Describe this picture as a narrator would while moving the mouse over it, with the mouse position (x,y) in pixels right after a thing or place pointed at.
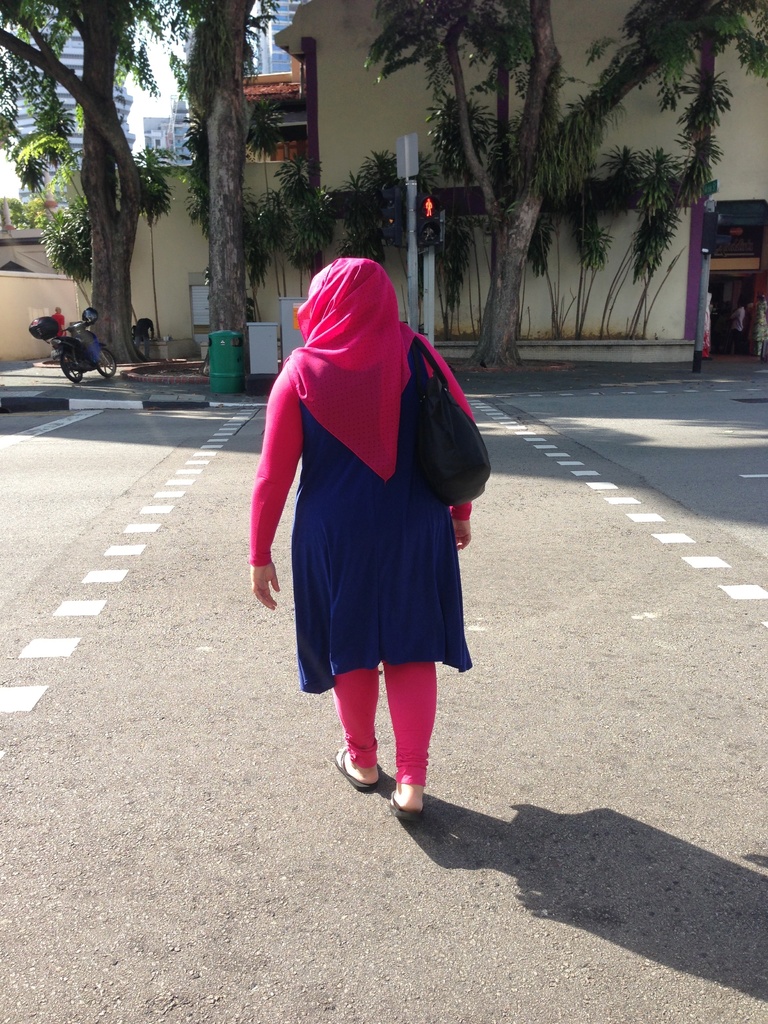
In this image I can see a person (367,538) walking wearing blue and pink color dress (402,687). Background (539,226) I can see a vehicle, trees (515,215) in green color, a building (433,147) in cream color and sky (162,65) in white color.
